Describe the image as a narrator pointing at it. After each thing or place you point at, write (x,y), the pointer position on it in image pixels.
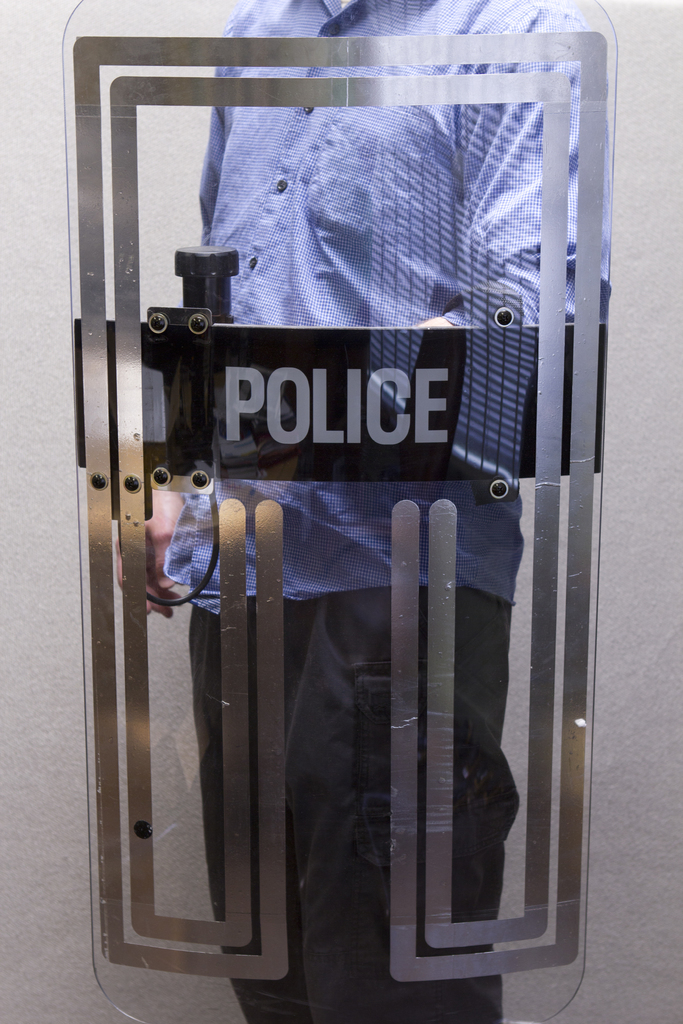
In this image there is a person (475,1023) holding a police shield (94,492).
